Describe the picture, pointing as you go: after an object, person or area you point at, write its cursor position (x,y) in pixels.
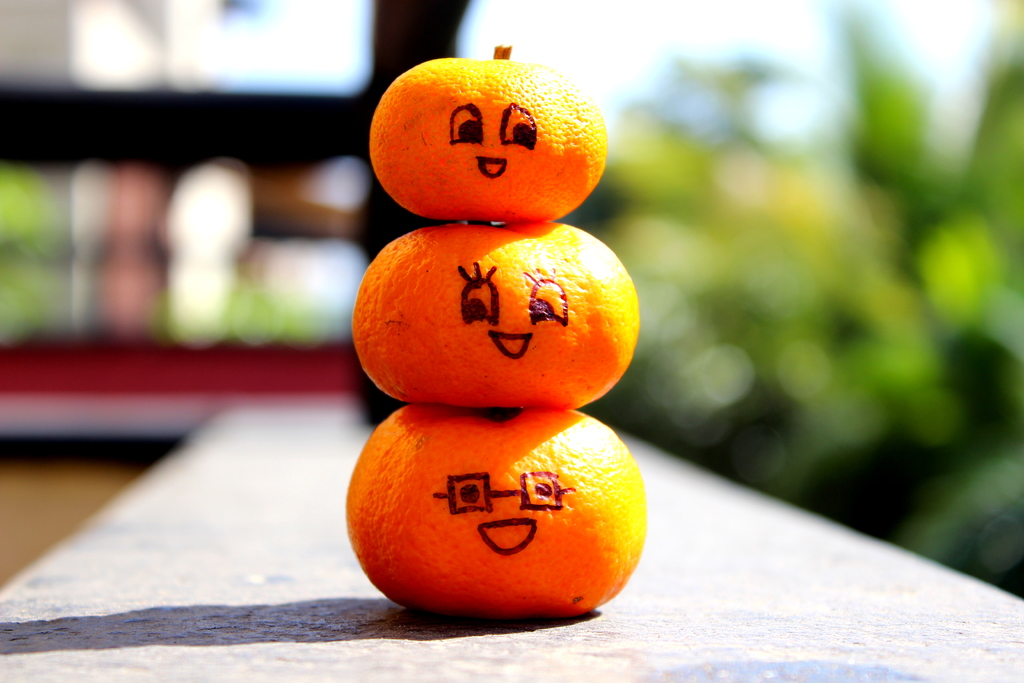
In this picture there are three oranges (549,339) are placed one on the other. On the oranges (472,427), the eyes (455,506) and mouth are drawn with the marker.
